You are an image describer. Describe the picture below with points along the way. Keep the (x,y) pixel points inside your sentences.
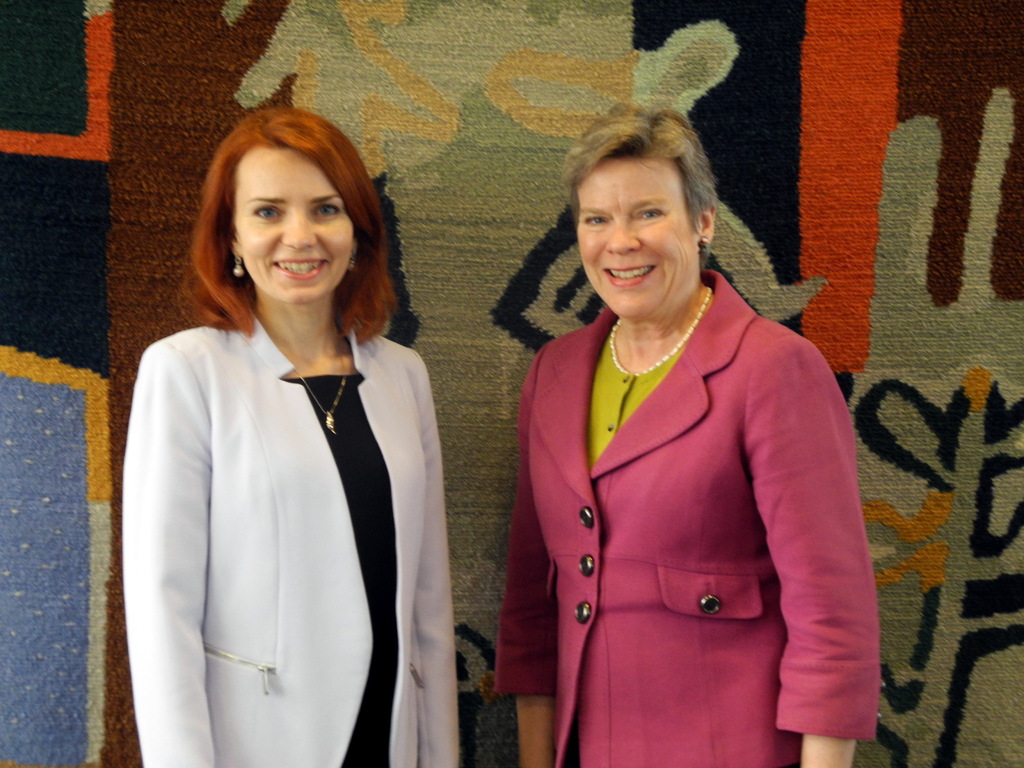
In this picture there are two women (404,419) standing and smiling. At the back (246,105) it looks like a cloth (905,143).
